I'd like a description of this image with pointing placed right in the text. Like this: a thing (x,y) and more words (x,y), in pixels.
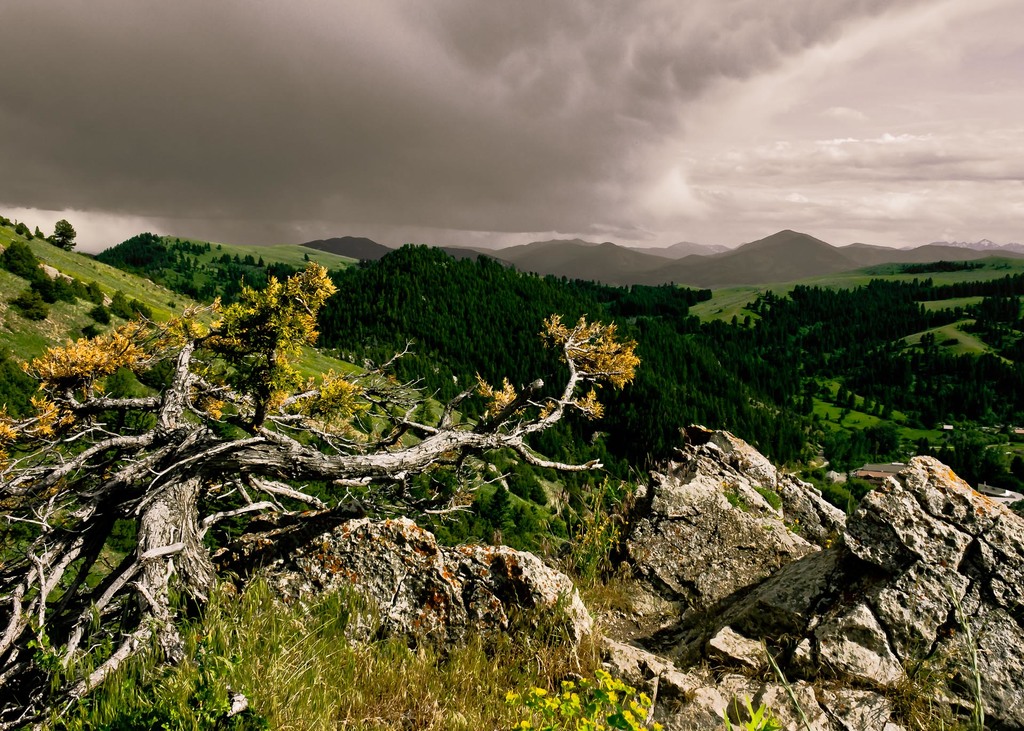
In this picture we can see plants (218,606), rocks (921,548), trees (498,402), mountains (937,247) and in the background (337,86) we can see the sky (385,113) with clouds (577,134).
